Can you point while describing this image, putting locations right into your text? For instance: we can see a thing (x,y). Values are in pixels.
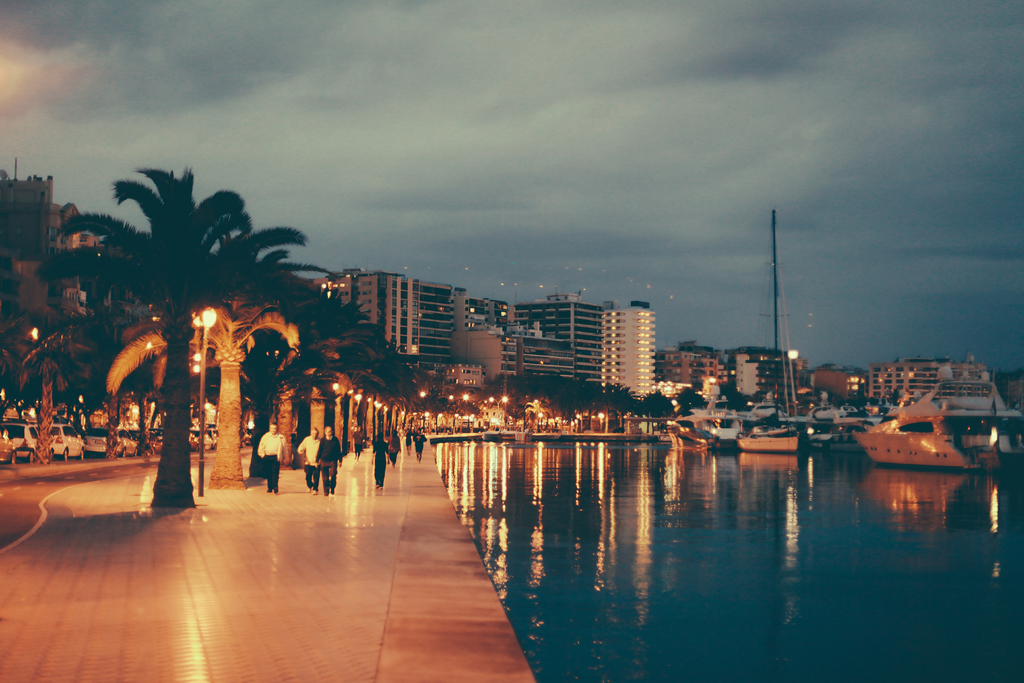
In this image I can see water (541,478) on the right side (795,483) and on it I can see few boats (830,429). On the left side of this image (244,400) I can see number of people (312,445), number of trees (103,264), street lights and few vehicles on the road (6,500). In the background (730,354) I can see number of buildings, clouds (396,200) and the sky (486,100).
